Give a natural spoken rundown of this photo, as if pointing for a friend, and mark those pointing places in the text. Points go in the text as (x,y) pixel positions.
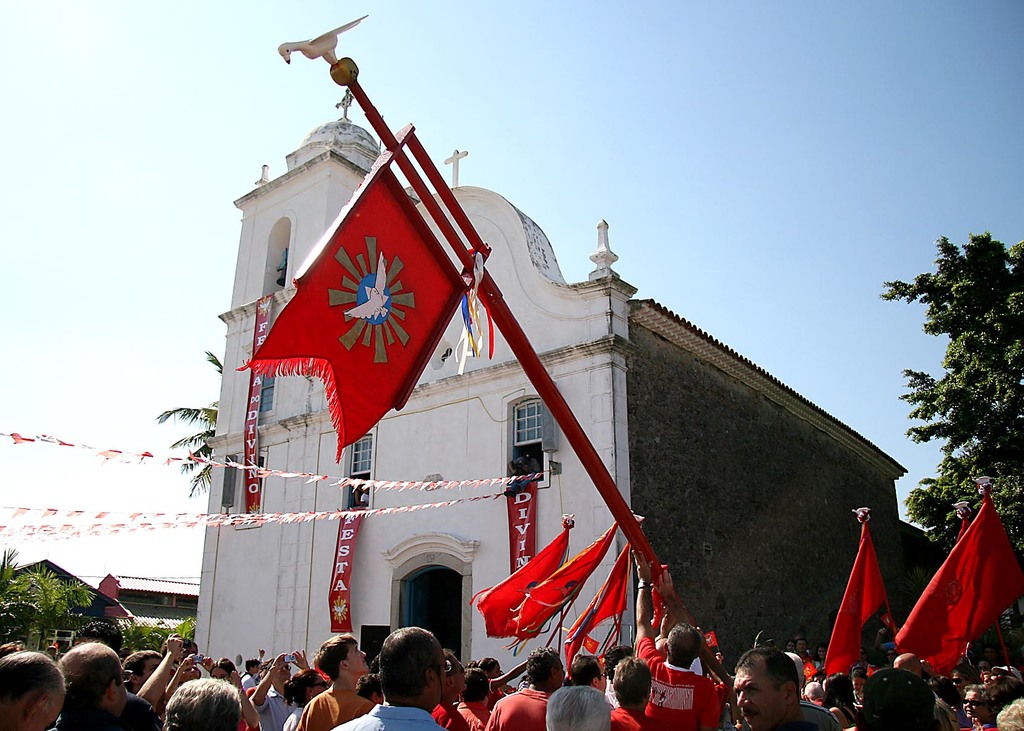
In this image I can see few people (483,709) are holding flags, there are some houses (155,583) and trees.
